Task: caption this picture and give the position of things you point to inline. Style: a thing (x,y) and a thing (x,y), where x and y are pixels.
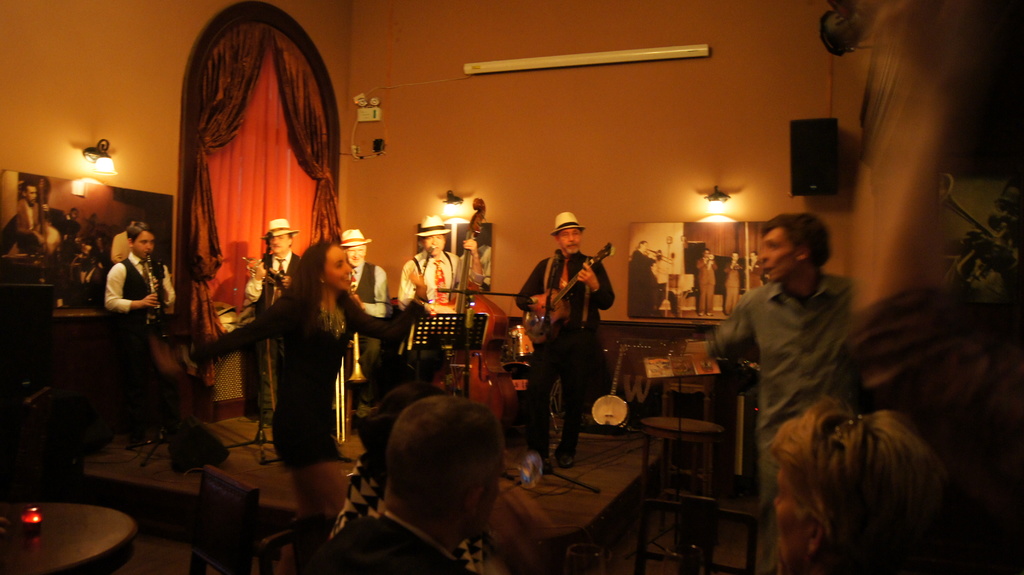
In this picture we can see a group of people (427,377) and in the background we can see a wall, curtain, lights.
